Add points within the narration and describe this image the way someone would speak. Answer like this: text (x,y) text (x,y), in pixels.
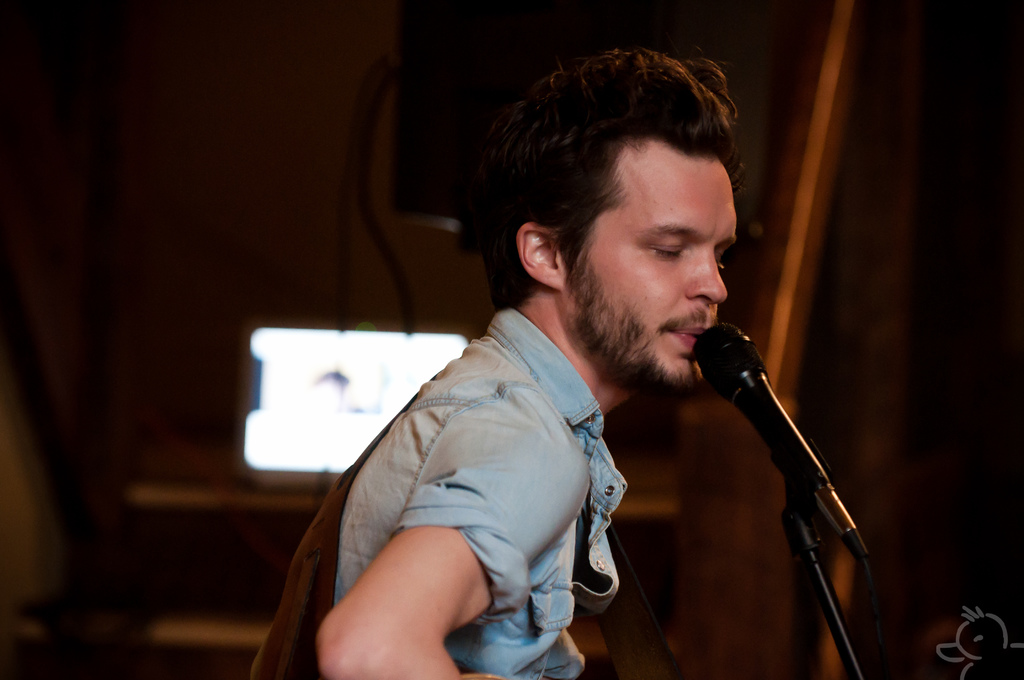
In the foreground (635,656) we can see a person (651,360) singing. On the right (769,430) we can see mic (729,355) and stand (833,617). The background (35,610) is blurred. The person (413,513) is wearing a brown color object (322,540).
